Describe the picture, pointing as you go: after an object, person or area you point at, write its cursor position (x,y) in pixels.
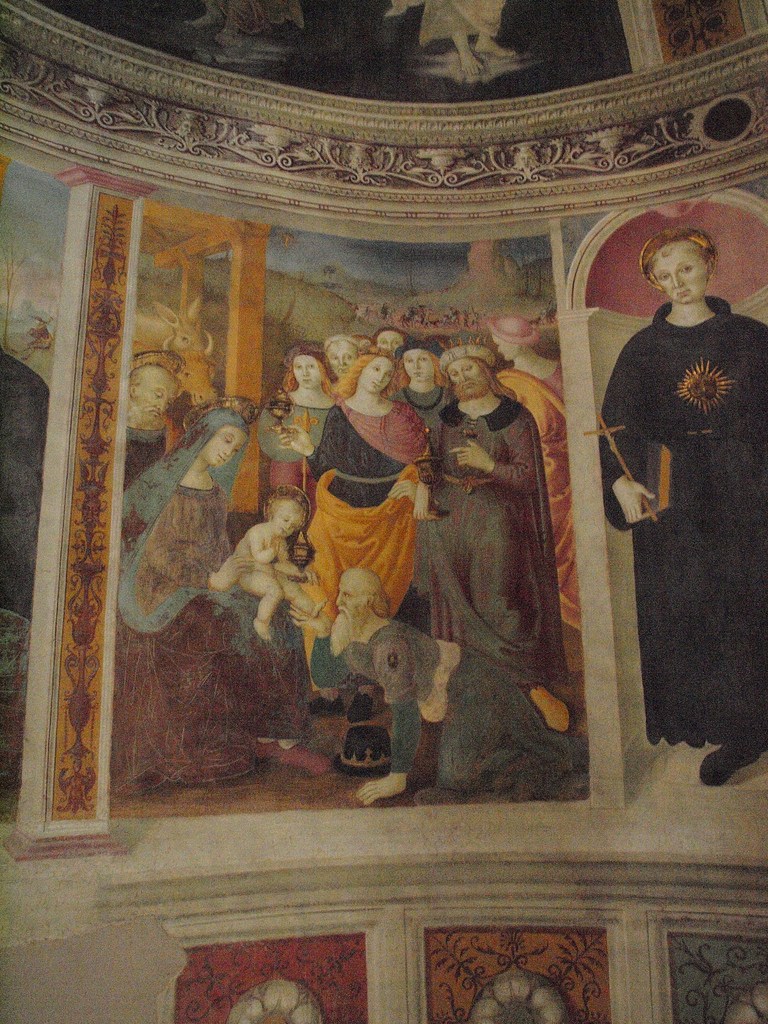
This is a painting, in this painting we can see a group of people (176,648).
